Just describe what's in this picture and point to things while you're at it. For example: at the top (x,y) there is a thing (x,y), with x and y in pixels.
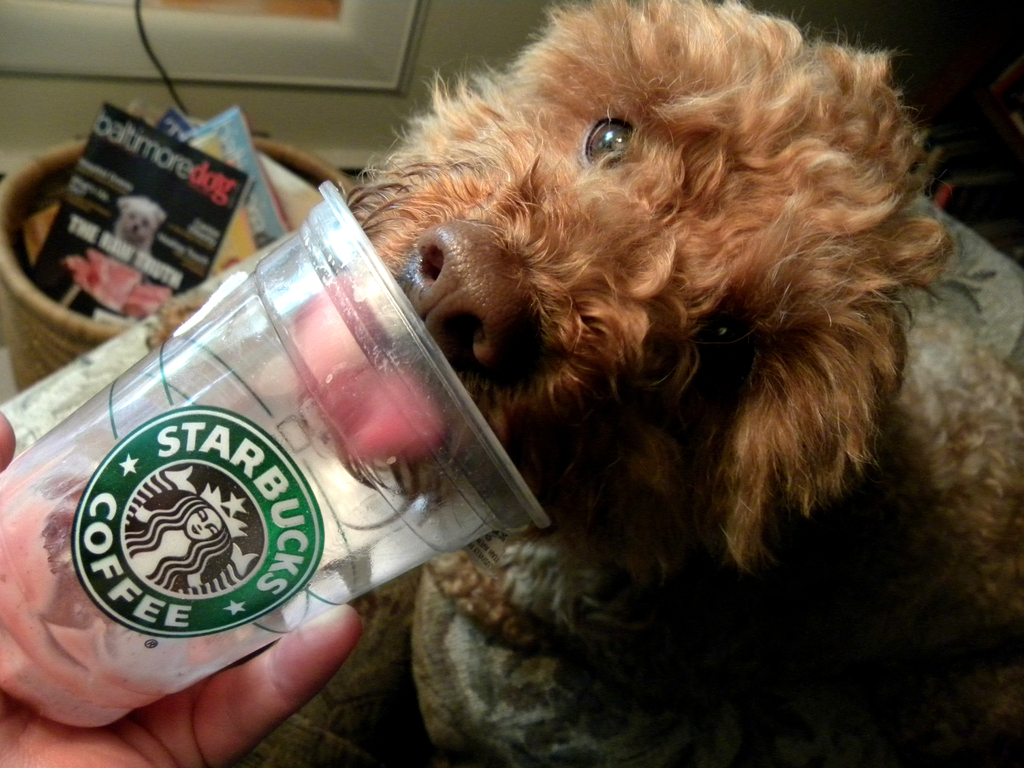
On the left side of the image (240,699) I can see a person's hand (225,712) holding a glass (111,525), on the glass (163,559) I can see some text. On the right side (745,351) there is an animal (505,332). In the background (48,345) there is a basket (30,206) in which I can see few books (153,249). At the top (432,68) I can see the wall (443,44).
